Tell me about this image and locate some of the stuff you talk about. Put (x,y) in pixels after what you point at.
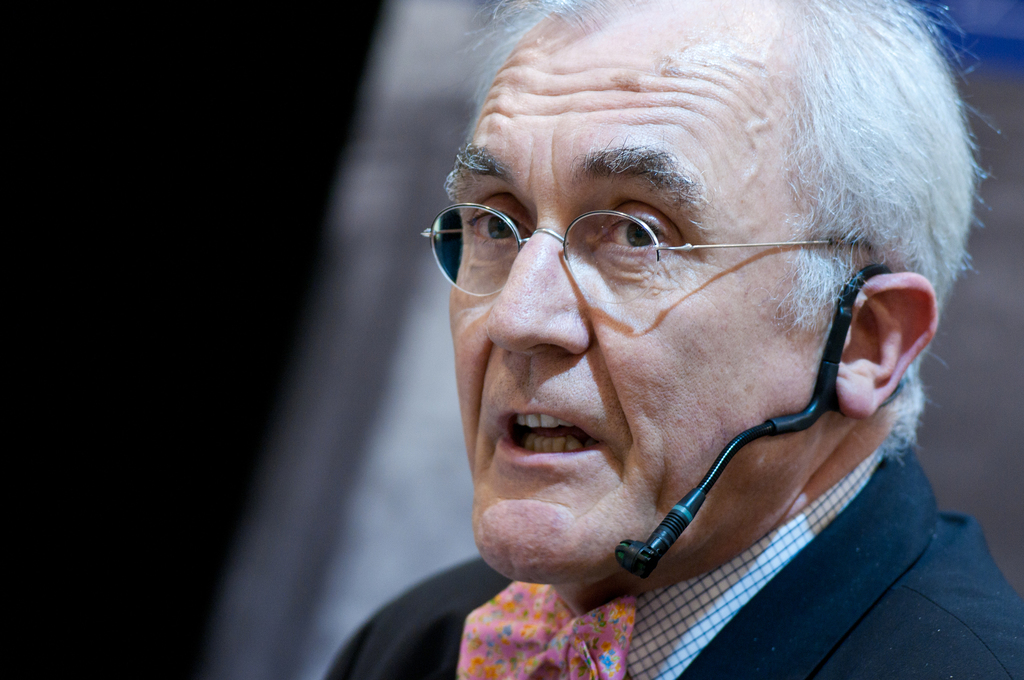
In this image we can see a person (648,388) wearing microphone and spectacles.
